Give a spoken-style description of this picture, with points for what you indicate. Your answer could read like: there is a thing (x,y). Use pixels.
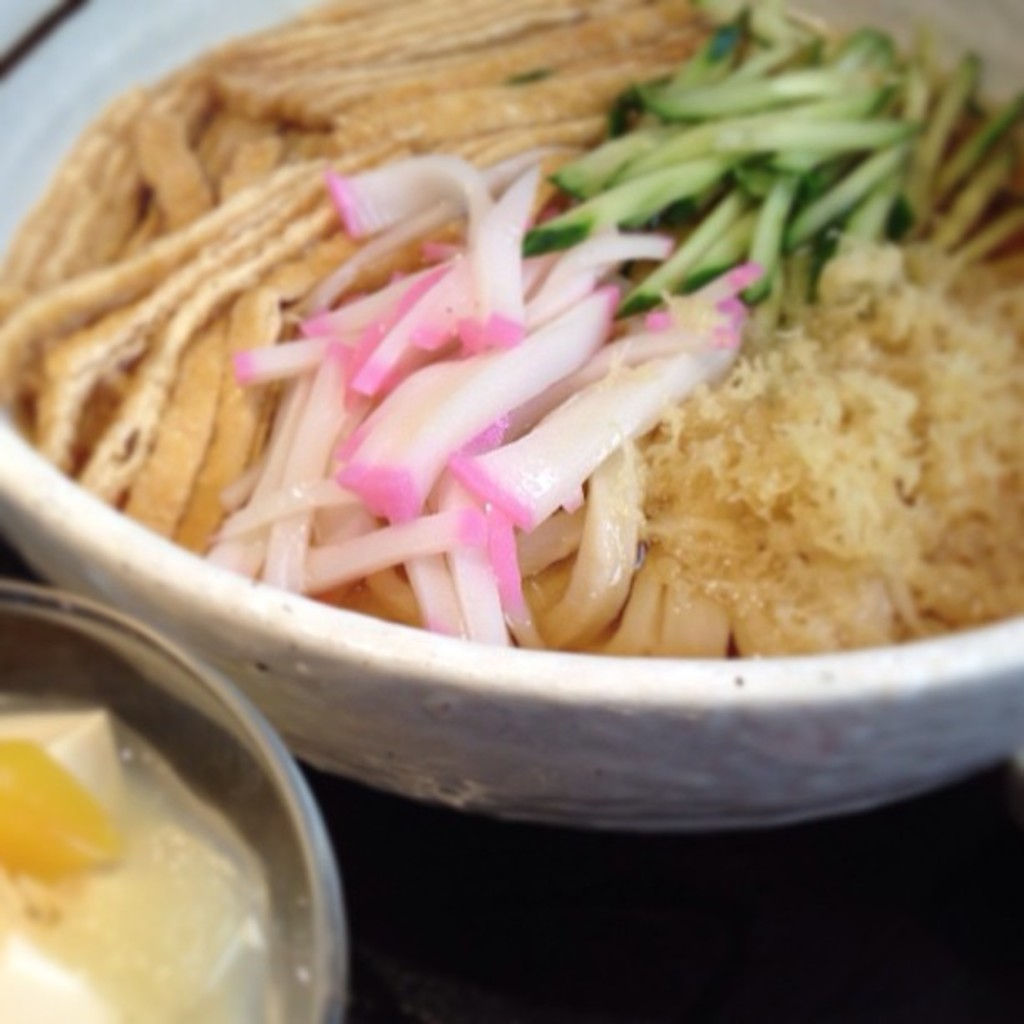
In the image we can see there are food items (781,467) kept in the bowls (1010,665) and the bowls (268,588) are kept on the table (649,870).
